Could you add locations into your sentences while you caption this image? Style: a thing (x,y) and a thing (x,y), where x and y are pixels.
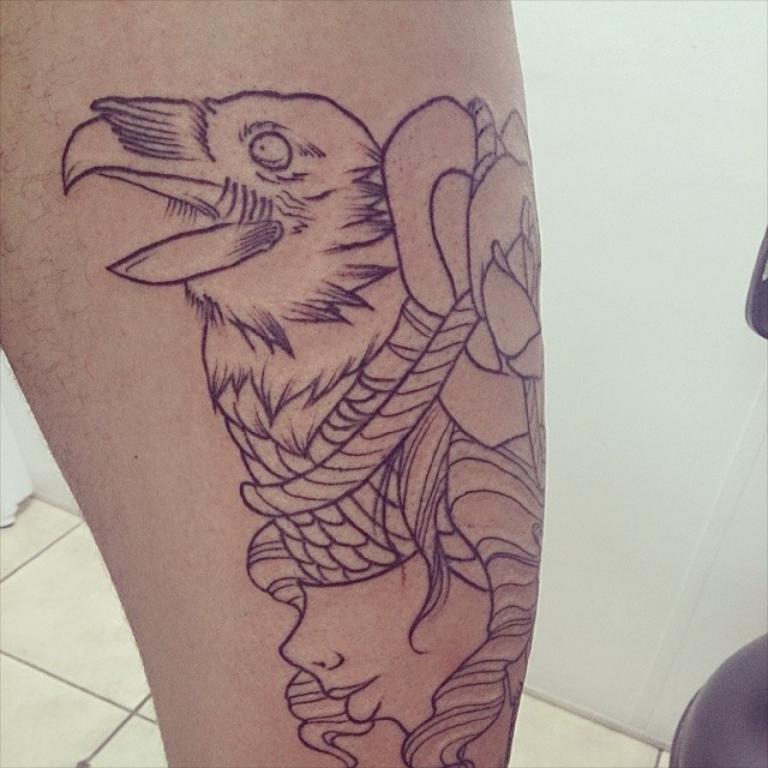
In this picture I can see there is a tattoo (413,454) on the body (331,216) of a person (356,45), there is a wall (763,633) in the backdrop (598,636) and a chair (718,724) at the right side (718,724).
